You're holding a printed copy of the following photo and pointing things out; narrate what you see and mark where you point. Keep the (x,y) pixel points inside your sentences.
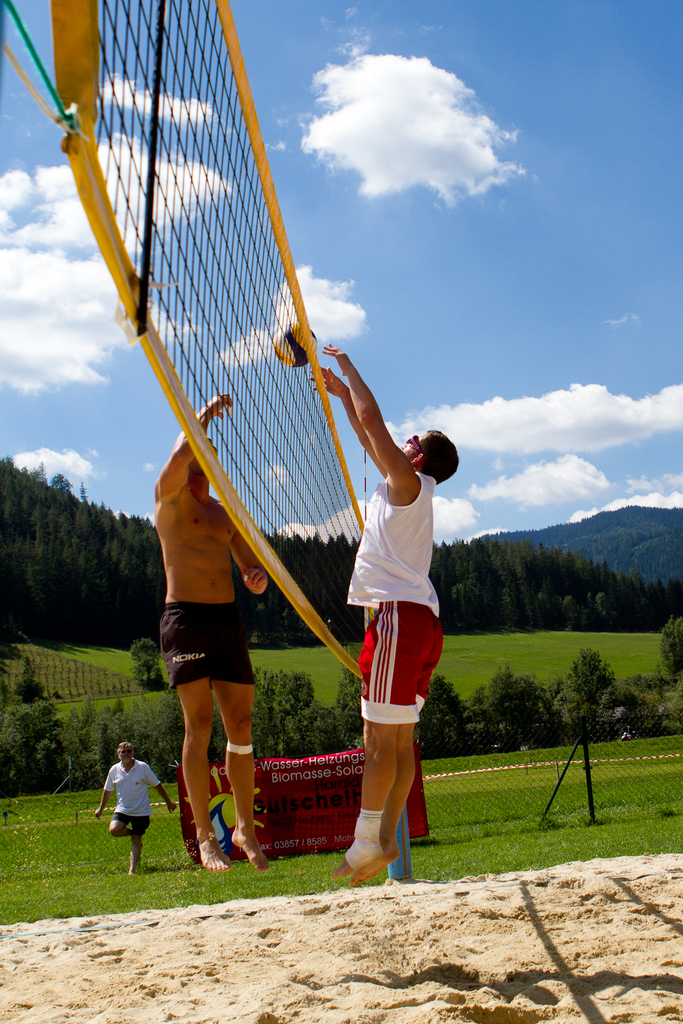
In this image there are two people (389,711) playing volleyball, in between them there is a net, above the net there is a ball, behind them there is another person (115,779) standing on the grass (102,862), there is net fence (502,782) and a banner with some text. In the background (453,551) there are trees (634,530) and the sky (497,454).
